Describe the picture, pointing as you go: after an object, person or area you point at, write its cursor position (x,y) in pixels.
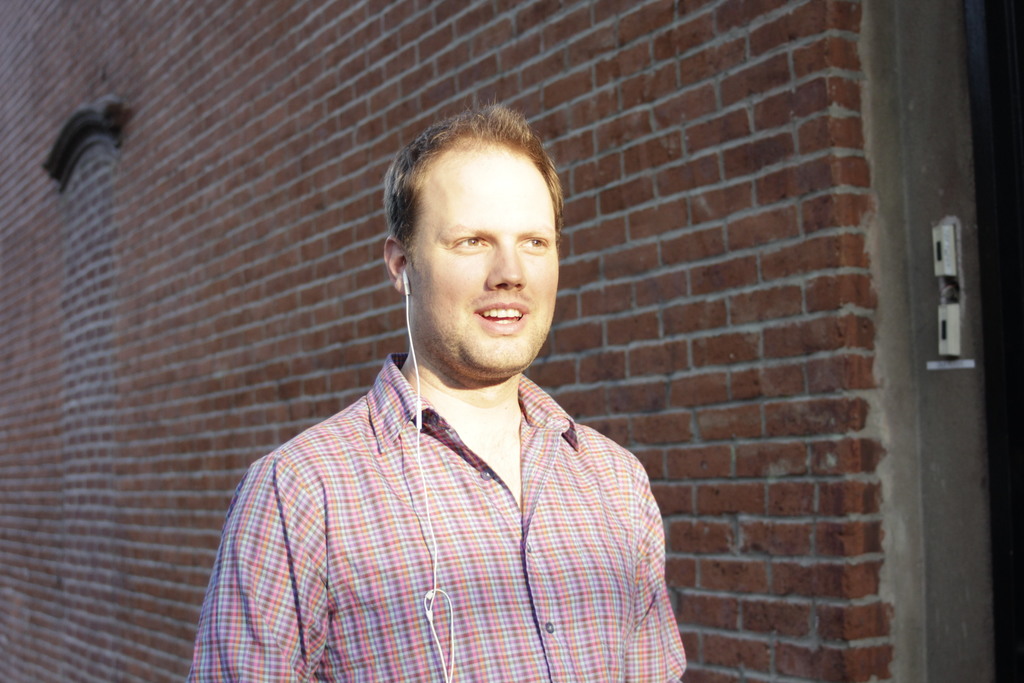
As we can see in the image there is a building (181,177), earphones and a person (472,317) standing over here.
